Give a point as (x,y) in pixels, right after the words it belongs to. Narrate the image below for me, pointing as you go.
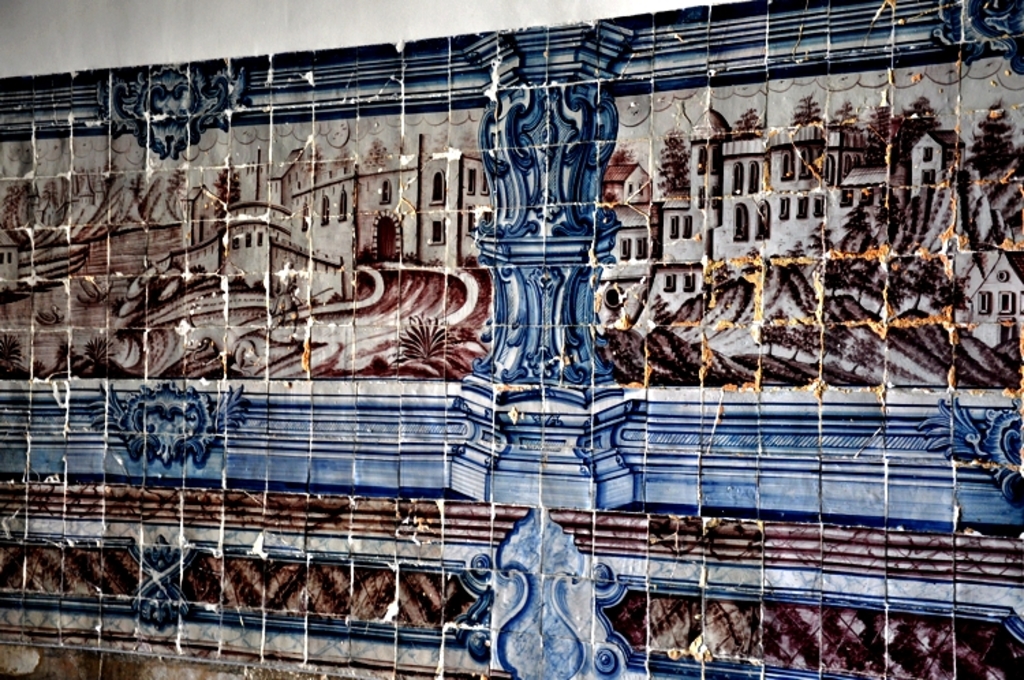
In this image I can see there is a wall (39,27) and there is a painting (558,316) on it.
